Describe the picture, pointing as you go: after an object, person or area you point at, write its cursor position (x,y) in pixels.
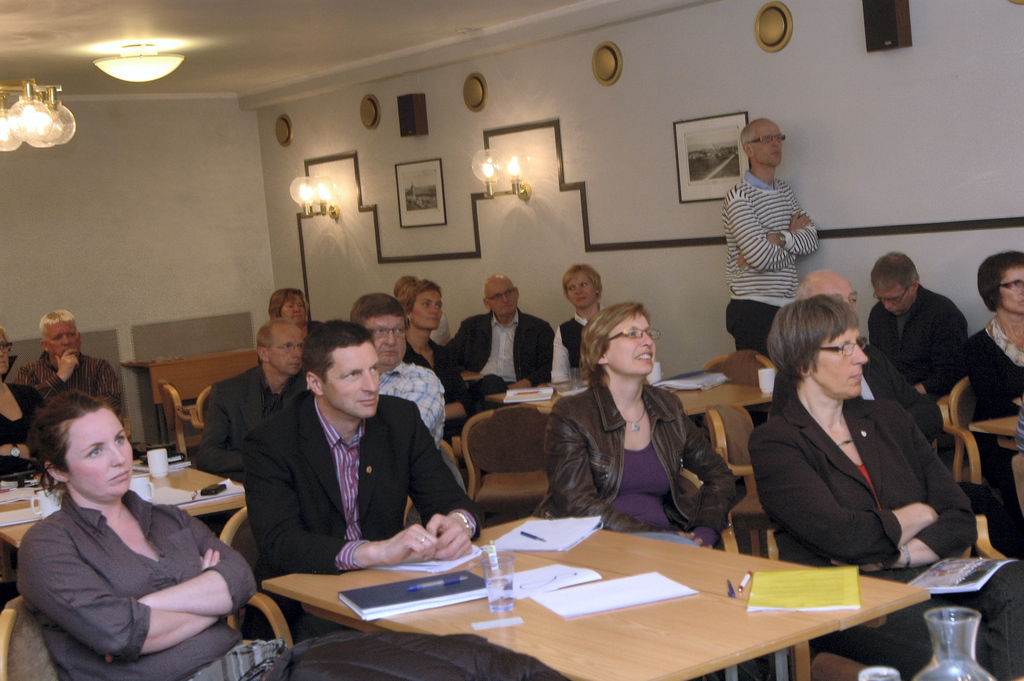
In this image, we can see persons (614,333) wearing clothes (769,254) and sitting on chairs (247,550) in front of tables (741,391). There is a person (778,228) on the right side of the image (746,258) standing in front of the wall (846,164). There are photo frames (699,157) on the wall (465,211). There are lights (487,183) in the middle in the top left of the image (320,188). There is a table (590,658) at the bottom of the image (625,616) contains books (784,589), pens (728,594) and glass (503,584).
